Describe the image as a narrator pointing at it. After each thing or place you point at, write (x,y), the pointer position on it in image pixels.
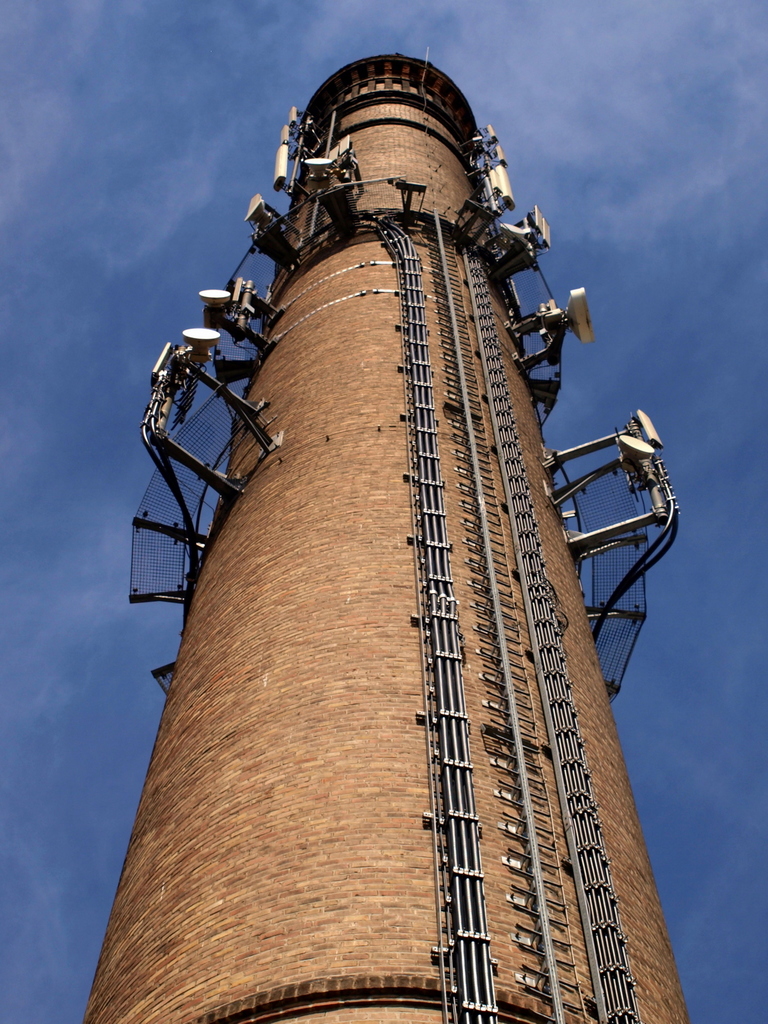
This picture is clicked outside. In the center (352,610) we can see a tower (440,390) and the ladder (505,744) attached to the tower (416,145) and there are some items (242,305) seems to be the antennas (506,167) are attached to the tower (369,378). In the background (508,147) there is a sky (613,450).
